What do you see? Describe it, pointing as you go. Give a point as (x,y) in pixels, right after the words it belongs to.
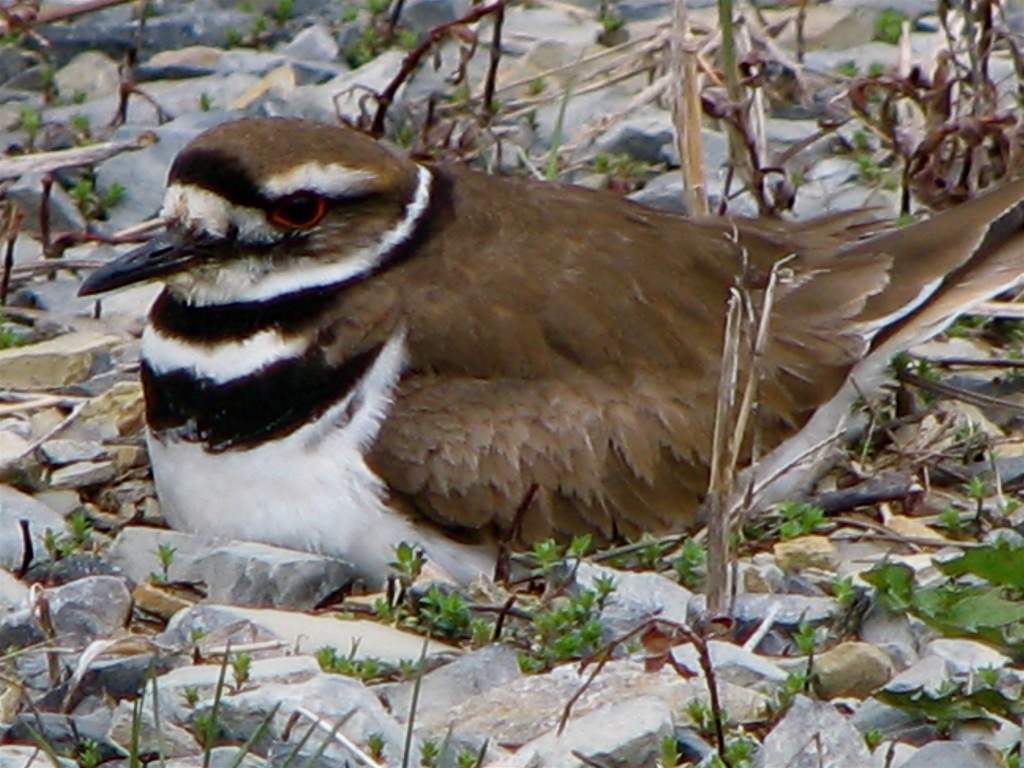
In this picture we can see a bird (560,394), plants (963,573) and stones (506,38).
